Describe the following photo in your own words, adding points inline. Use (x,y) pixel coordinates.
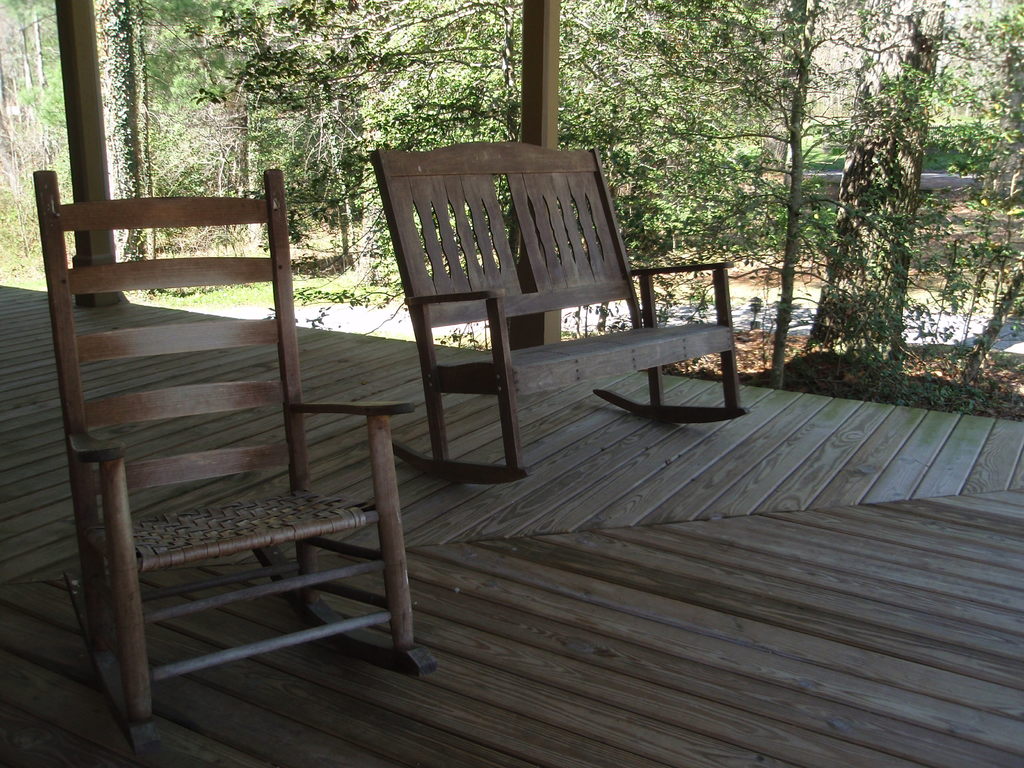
This picture shows couple of wooden chairs (534,245) and we see trees (651,132).
